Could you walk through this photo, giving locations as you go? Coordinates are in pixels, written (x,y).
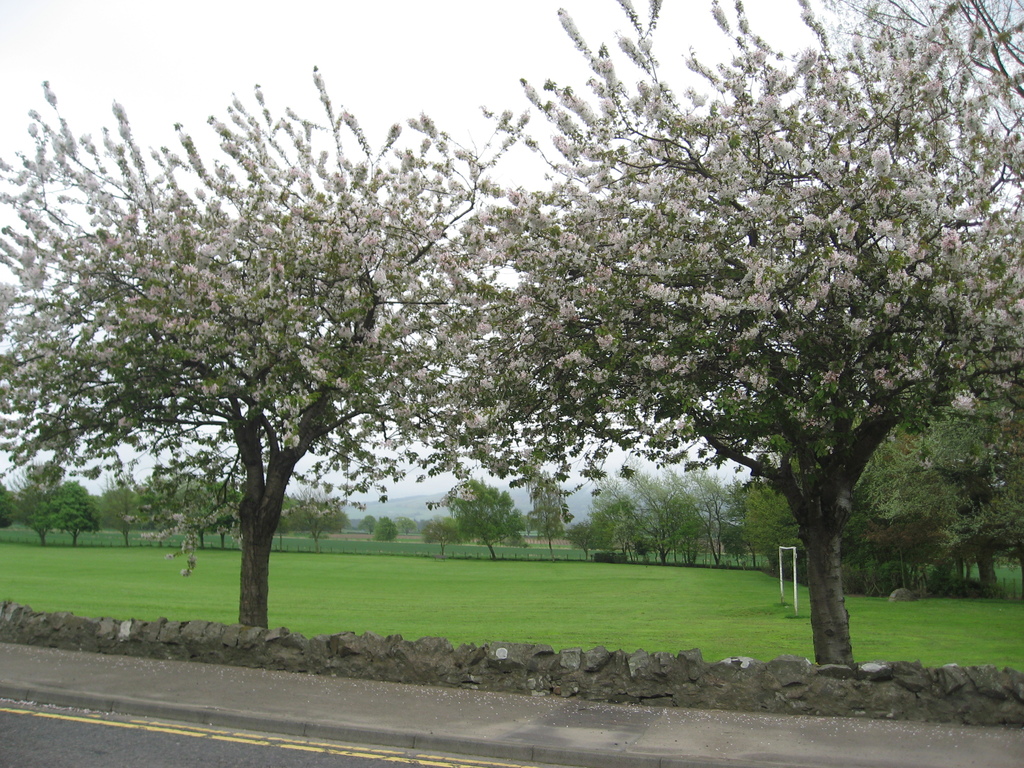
In this image I can see a road (5,738) in the front (14,752) and in the background (999,630) I can see an open grass ground (1019,628), number of trees (895,232), a goal post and the sky (400,451). I can also see the stone wall (986,717) on the bottom side of this image (576,656).
